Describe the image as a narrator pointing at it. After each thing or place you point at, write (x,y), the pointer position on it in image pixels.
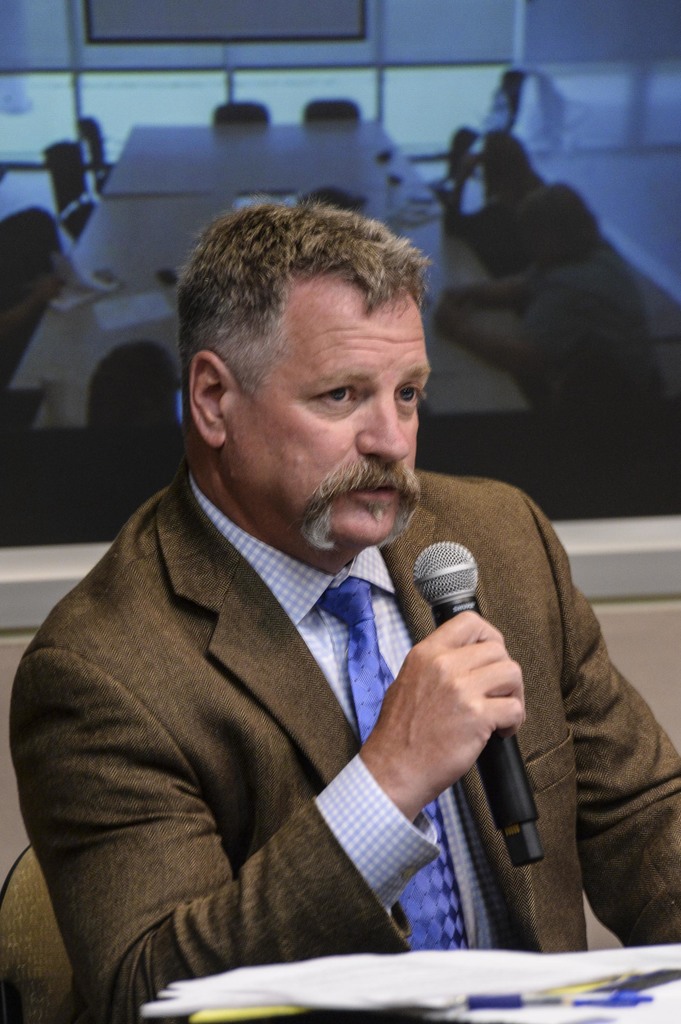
In this image I can see a man (468,851) is sitting and holding a mic (418,568), I can see he is wearing blazer (254,659), shirt (324,660) and tie (375,675). Here I can see few papers (475,969) and a pen (500,996). In the background (146,163) I can see few more chairs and tables (104,263).
